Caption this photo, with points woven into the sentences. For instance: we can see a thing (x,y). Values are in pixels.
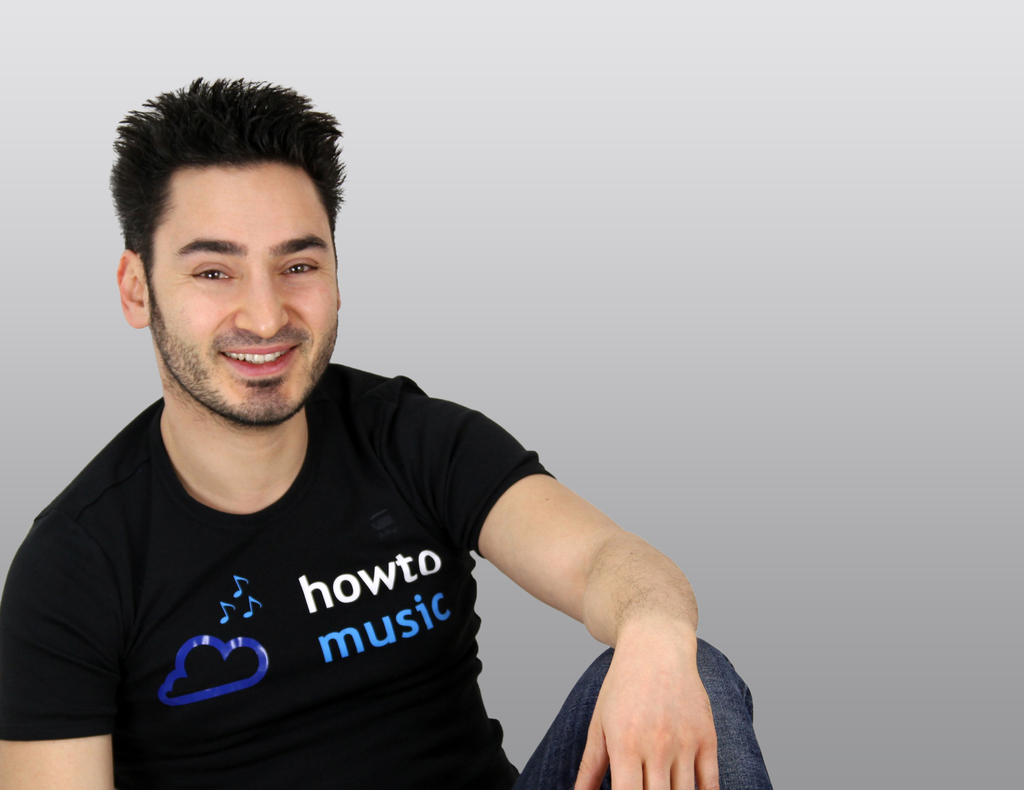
In the picture we can see a person (369,662) wearing black color T-shirt (264,627), sitting, smiling and posing for a photograph and in the background of the picture (529,229) there is a wall (529,229).
